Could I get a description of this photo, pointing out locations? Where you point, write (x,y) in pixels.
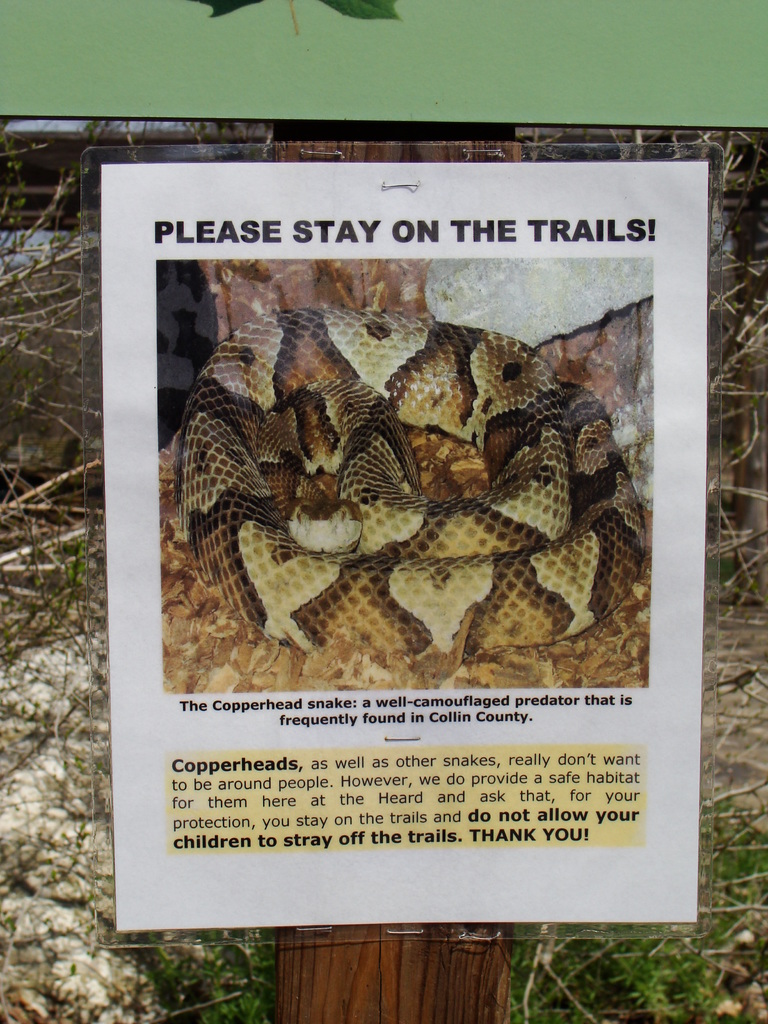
In this image, we can see a photo (697,242), in that photo (459,607), we can see a snake (259,621) and some text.
